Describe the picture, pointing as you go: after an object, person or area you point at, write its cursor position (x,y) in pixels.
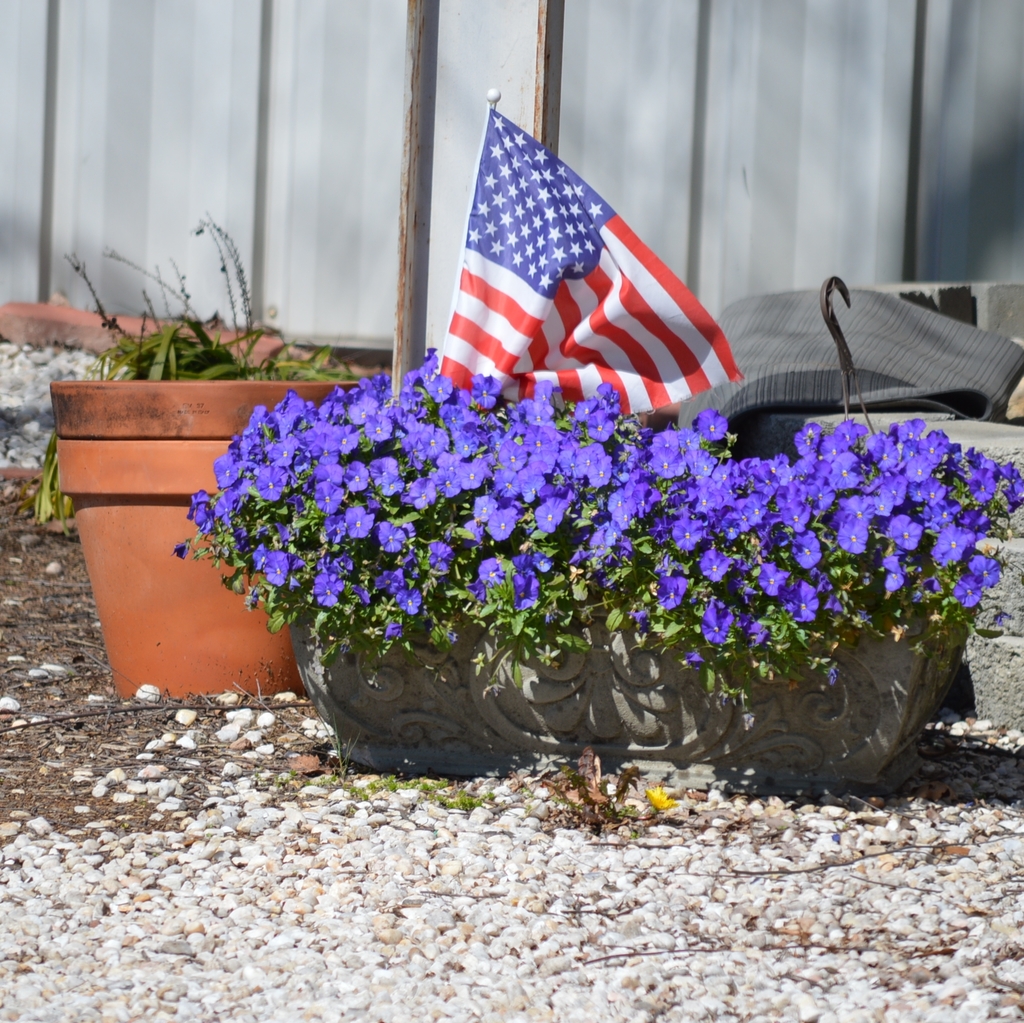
There are pots (282,655) with plants (204,352). On the pot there are flowers (529,493) and a flag (481,289). On the ground (266,787) there are stones (560,937). In the back (581,100) there is a wall (668,91).
